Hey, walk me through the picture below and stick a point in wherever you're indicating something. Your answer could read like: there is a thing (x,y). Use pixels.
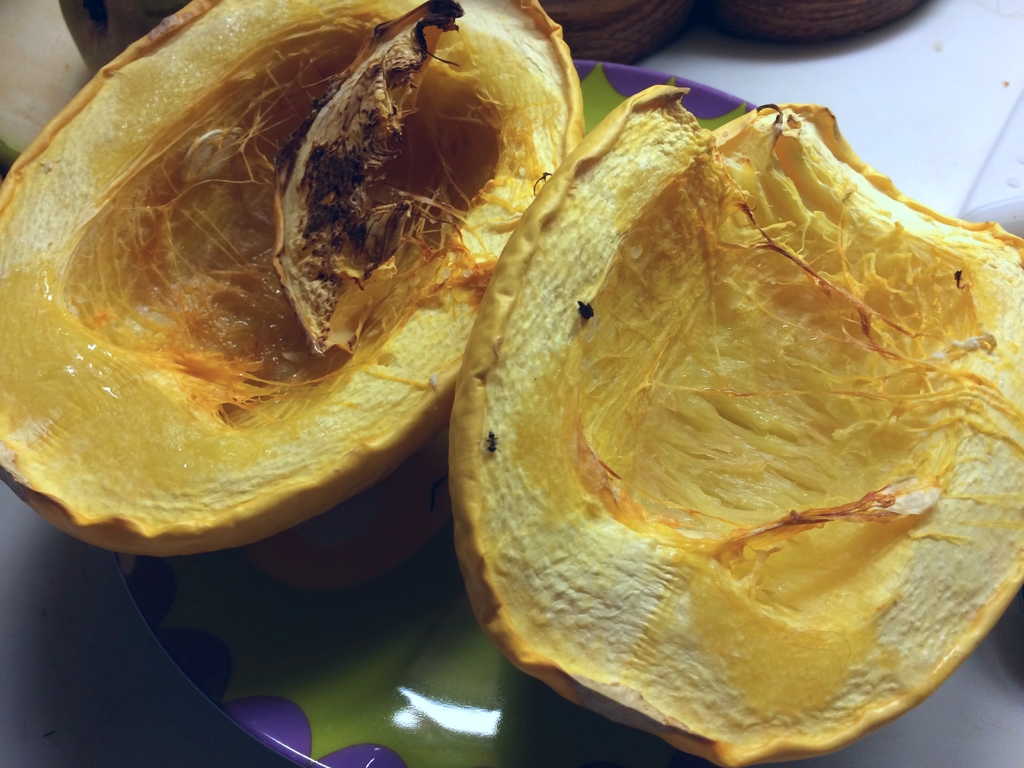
In this picture we can see fruits (630,432) in the plate (440,572).
